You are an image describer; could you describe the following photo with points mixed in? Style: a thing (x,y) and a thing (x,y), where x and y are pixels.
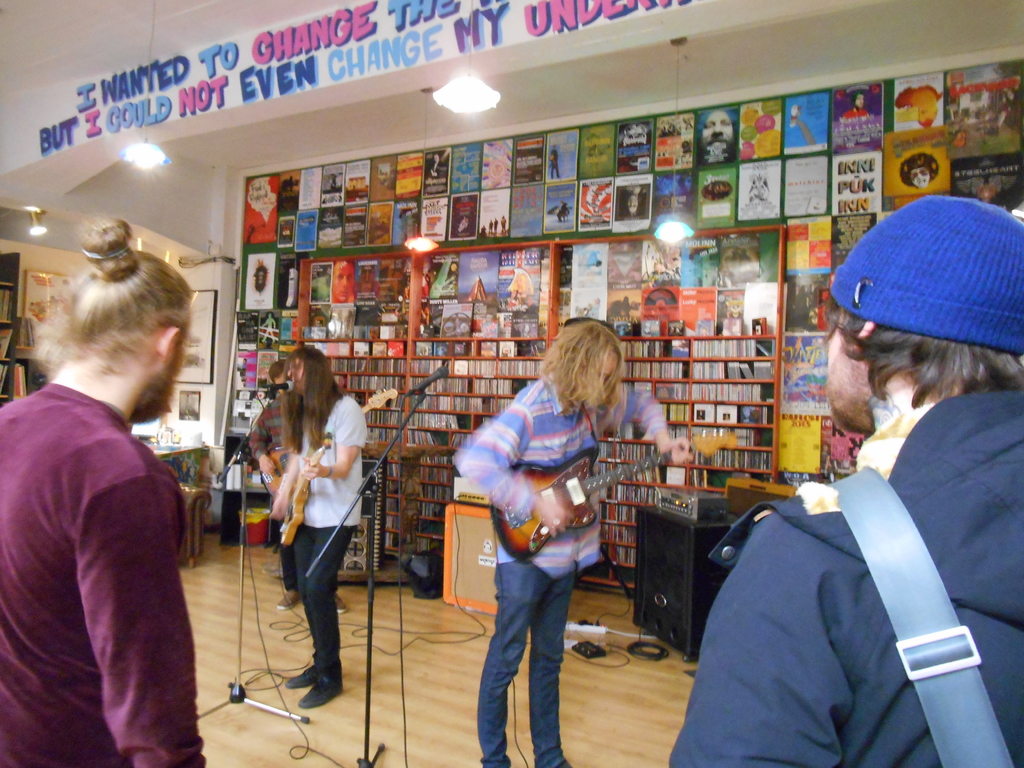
In this image few persons (314,556) are standing on the floor (438,697). They are holding guitars (553,481), before them there are few mike stands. Behind them there is a rack (508,389) having few objects (451,422). Few posters (774,166) are attached to the wall (739,137). Right side (750,761) there is a person (920,303) wearing a cap (929,290). Left side (140,741) there is a person (115,483). Behind him there are few picture frames (196,317) attached to the wall (219,253). Top of the image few lights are hanged from the roof (131,206). There is some text (280,71) painted on the wall (254,78).
